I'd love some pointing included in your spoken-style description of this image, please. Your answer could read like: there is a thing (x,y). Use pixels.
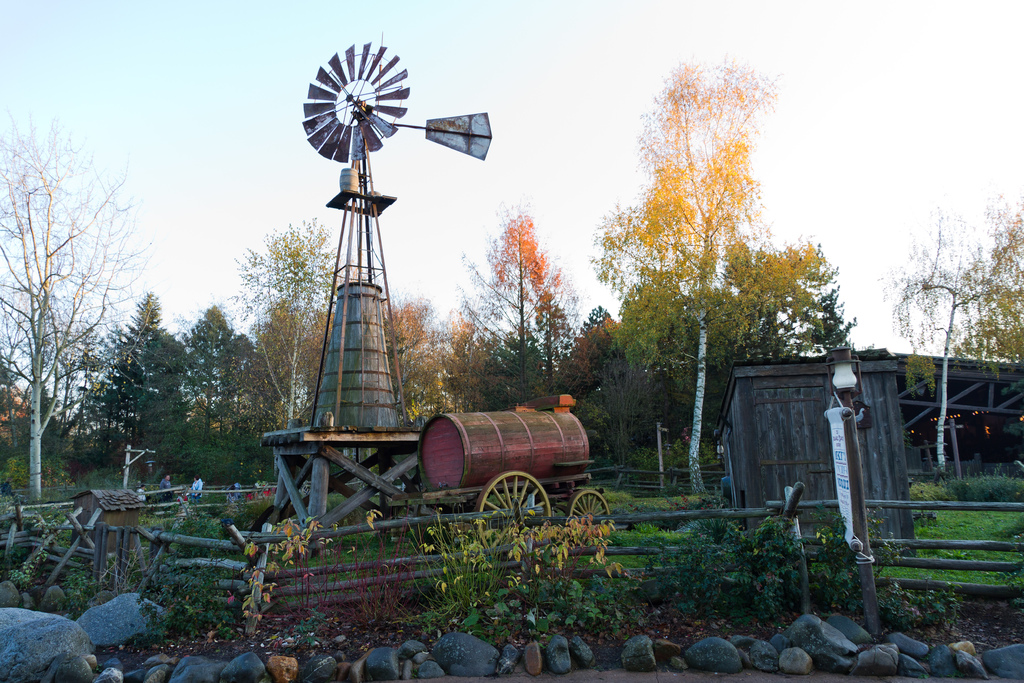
In this image we can see a windmill (338,388), wooden objects (329,379) and other objects (493,478). In the background of the image (452,407) there are some trees (723,397), shed (938,382) and other objects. At the top of the image (624,133) there is the sky (624,133). At the bottom of the image (413,663) there are rocks (185,673).
